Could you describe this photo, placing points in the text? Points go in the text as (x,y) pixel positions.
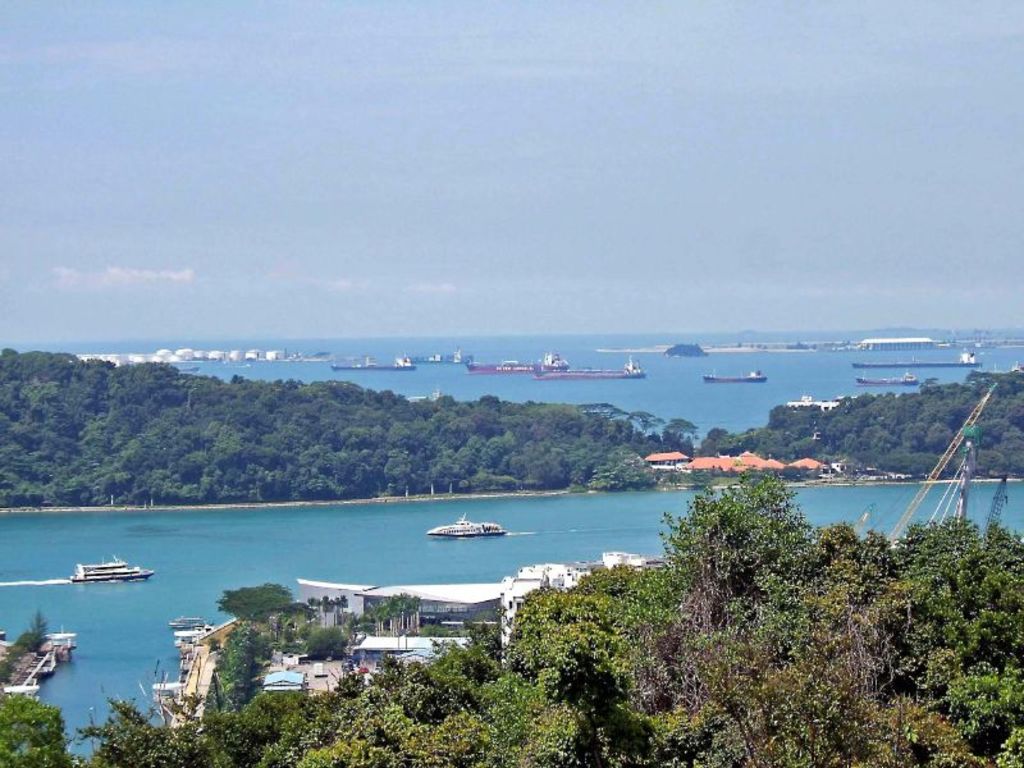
In this picture we can see few trees (636,597), buildings (525,581) and ships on the water (277,534), on the right side of the image (949,455) we can see cranes (990,526), in the background (123,267) we can see clouds (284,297).
